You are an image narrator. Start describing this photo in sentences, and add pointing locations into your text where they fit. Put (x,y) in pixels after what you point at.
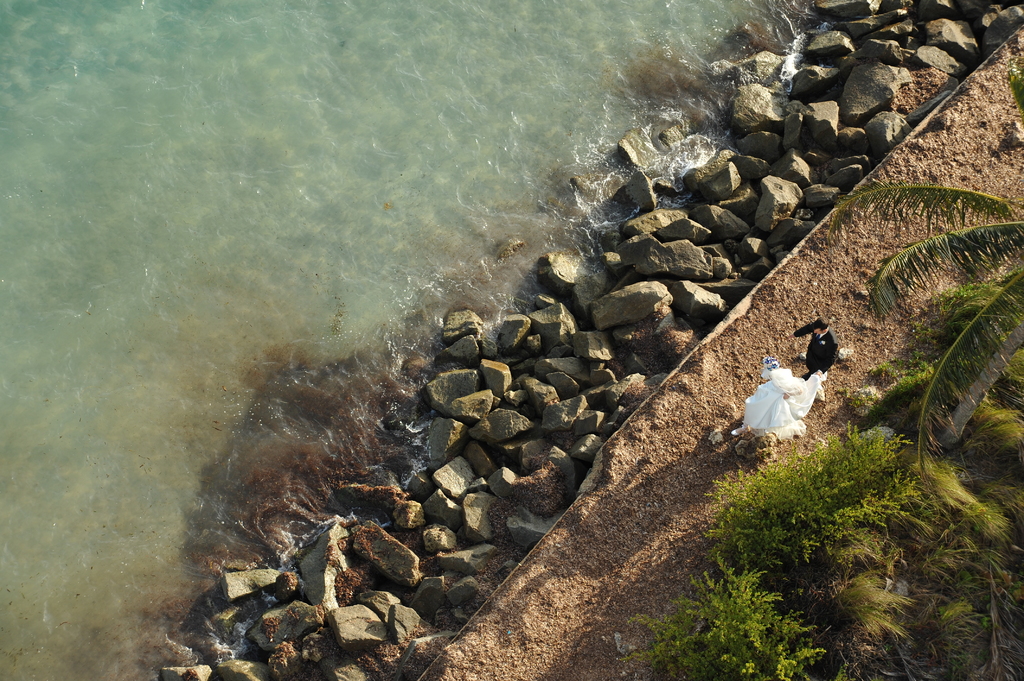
On the left side of this image (132,262) I can see the water (206,321). In the middle of the image (593,324) there are many rocks (590,300). On the right side (818,346), I can see a man (809,364) and a woman (770,402) are standing and there are many trees (778,658).
